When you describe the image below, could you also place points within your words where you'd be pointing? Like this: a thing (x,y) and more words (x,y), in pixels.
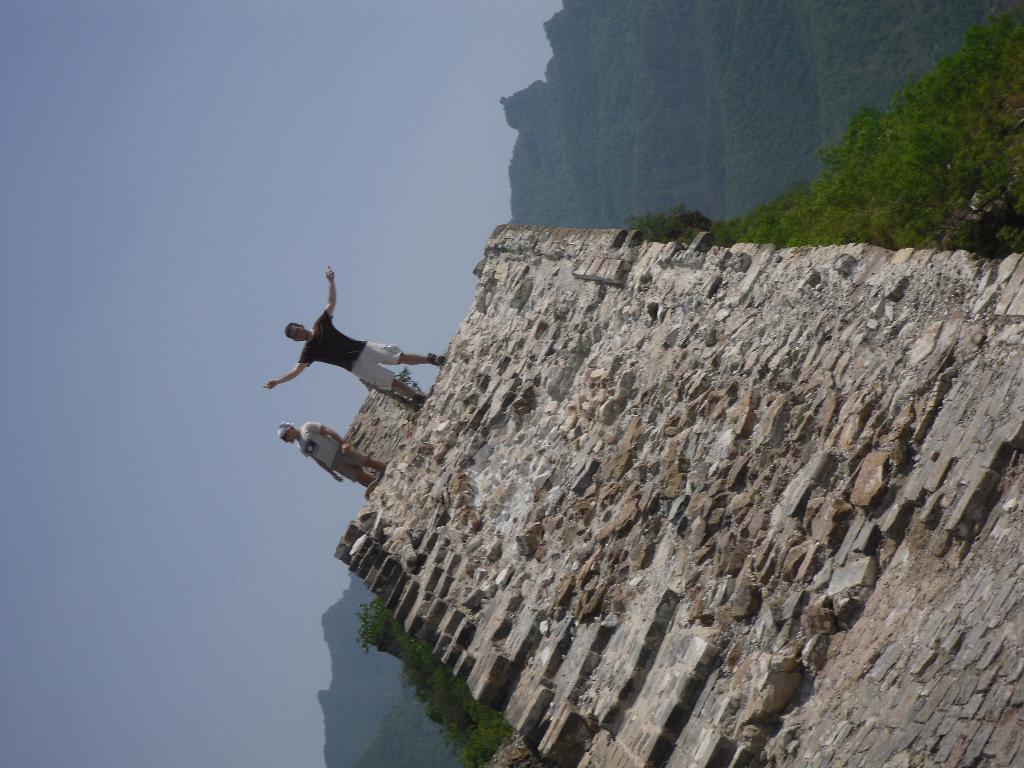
In this image we can see two persons (316,431) standing on a big rock (765,437), so many trees (885,185), plants (985,87), bushes (848,145) and grass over the mountains (371,708). There are mountains (530,102) and at the top (170,134) there is the sky (96,633).
